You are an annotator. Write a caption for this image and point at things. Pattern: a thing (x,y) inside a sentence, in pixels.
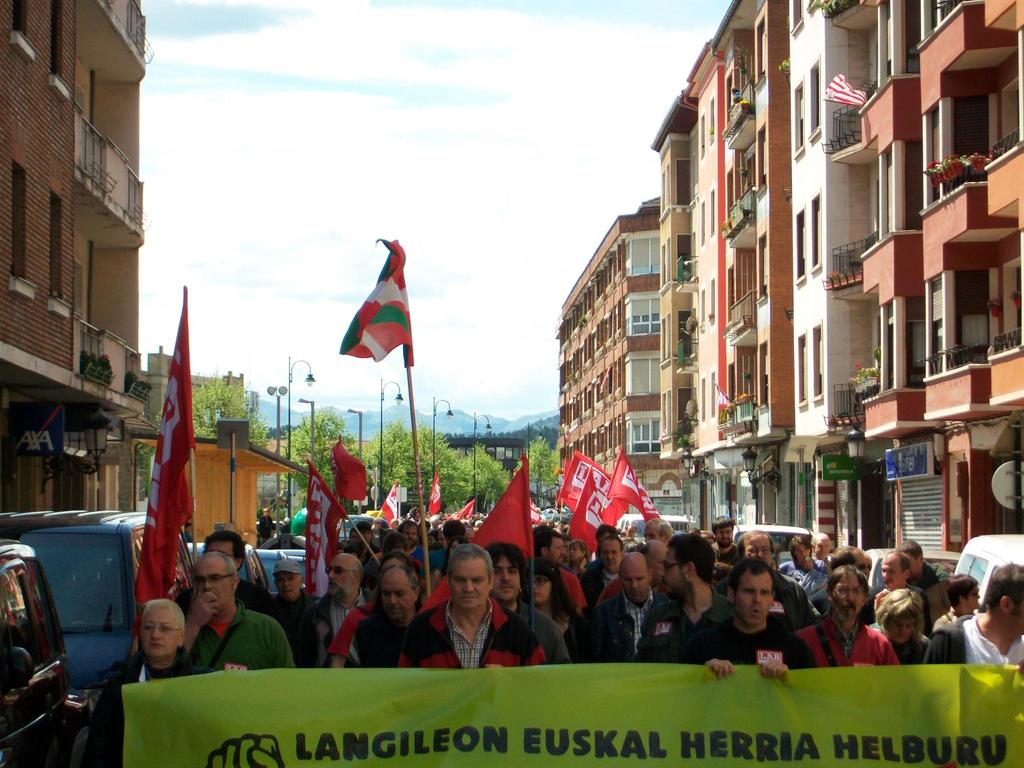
In this picture there are some people (353,592) walking on the road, holding red color flags (529,517) in their hands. There are men (453,619) and women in this picture. We can observe a green color poster (340,705) here. There are vehicles (97,658) parked on either sides of the road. We can observe buildings (606,299) and street light poles (435,454). In the background (437,447) there are trees (479,451), hills (440,422) and a sky (309,170) with some clouds (361,138).
